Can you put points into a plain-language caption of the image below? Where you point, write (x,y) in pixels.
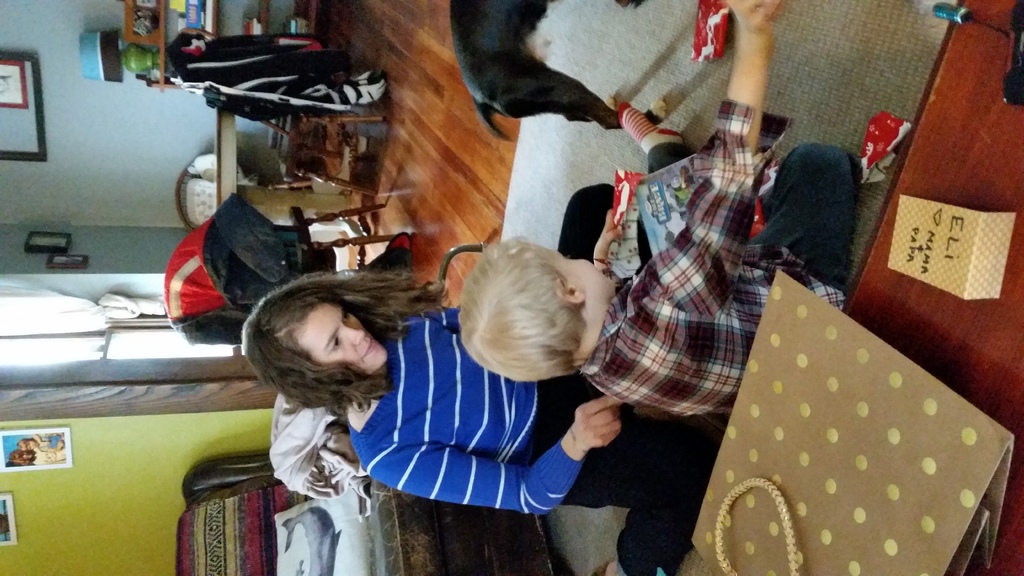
In this picture we can see inside of the house (238,121), we can see one boy (668,283) is sitting on the floor (795,93) and playing, beside one lady (617,463) is sitting and watching, we can see some shelves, photo frames (11,439) on the wall (120,416) and some bags (729,554) on the table (1015,333).
